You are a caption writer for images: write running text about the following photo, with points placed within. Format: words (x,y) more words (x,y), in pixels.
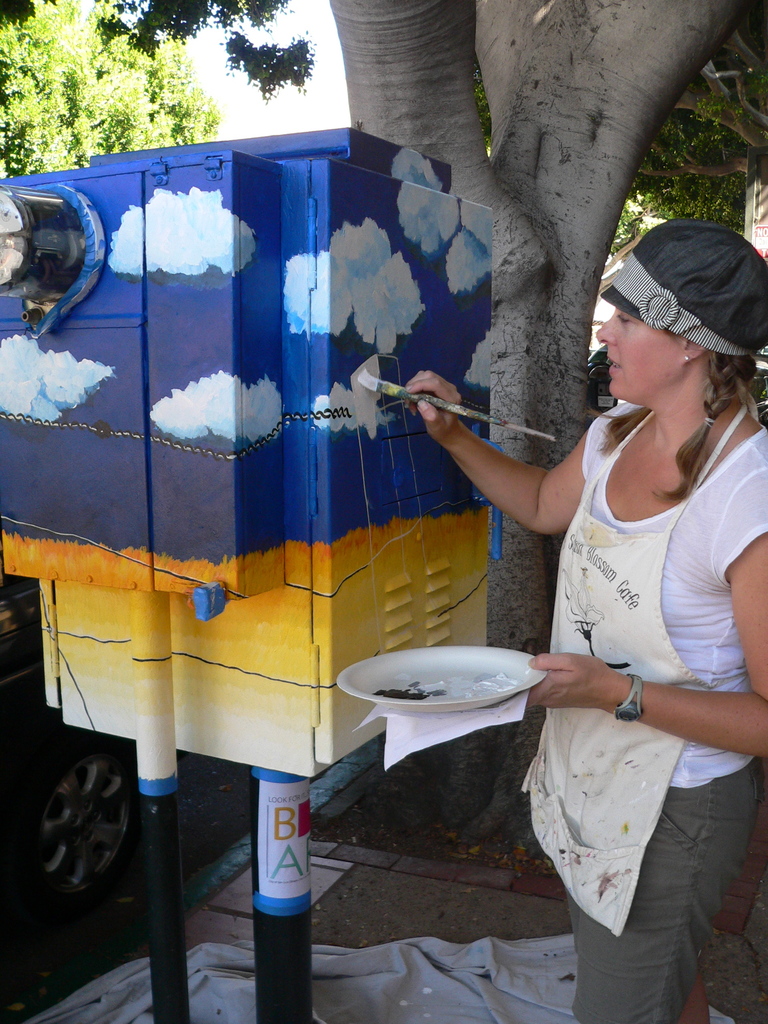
In the picture we can see a woman (713,397) standing and painting a box (425,620) with a brush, she is wearing a white T-shirt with apron (593,751) and a cap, besides we can see a tree (541,12).
